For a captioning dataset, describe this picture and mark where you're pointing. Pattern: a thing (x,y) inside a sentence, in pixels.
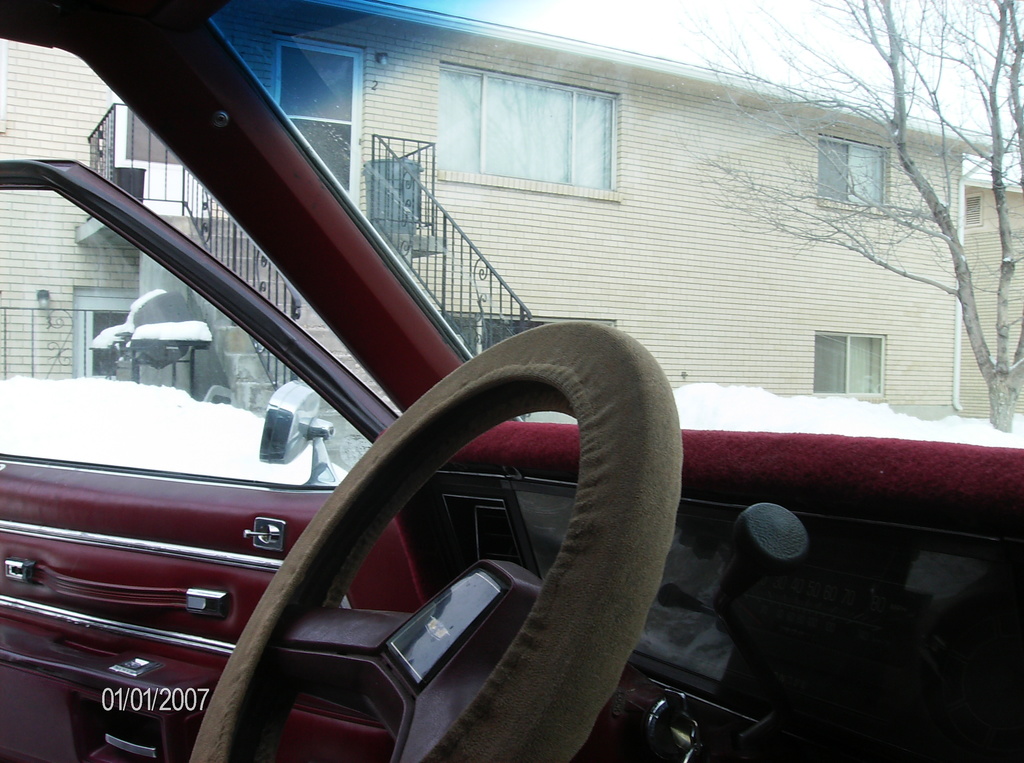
In this picture I see the inside of a car (452,602) in front (83,504) and I see the steering (519,751) and I see the watermark (103,698) on the left bottom (149,701) and in the background (339,159) I see the houses (802,168), a tree (886,20) and the snow (679,393).
